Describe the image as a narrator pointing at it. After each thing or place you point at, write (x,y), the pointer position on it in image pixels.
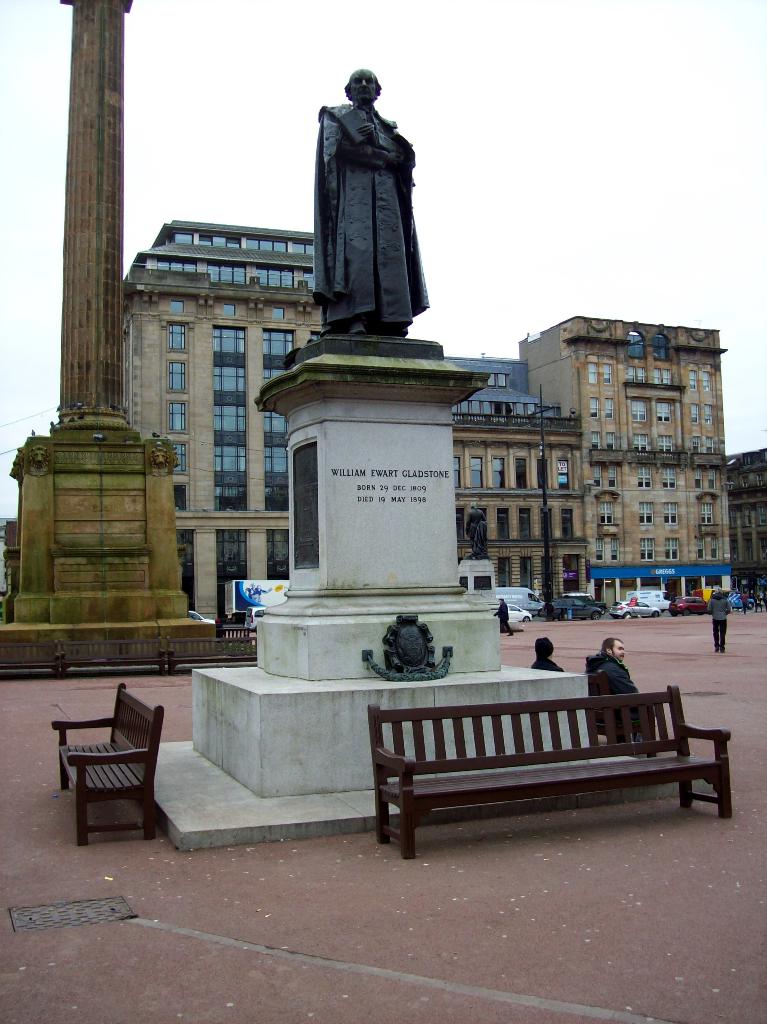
Person (398,254) standing here there are buildings (649,455) bench (570,785), vehicles (632,594).
